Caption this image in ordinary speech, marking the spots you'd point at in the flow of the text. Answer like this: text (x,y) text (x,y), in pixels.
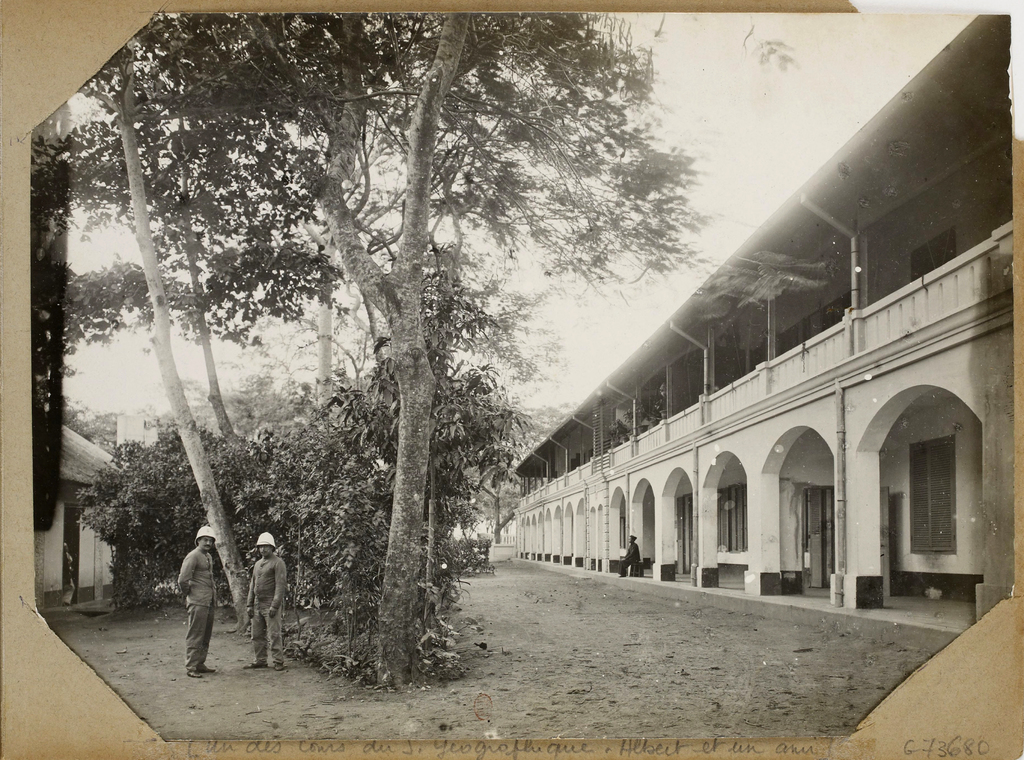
This is black and white picture where we can see two person (208,601) are standing by wearing helmet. Behind trees (272,470) are there. Right side of the image (725,457) building (662,473) is present. Extreme bottom of the image (524,754) some text (343,741) is written.
